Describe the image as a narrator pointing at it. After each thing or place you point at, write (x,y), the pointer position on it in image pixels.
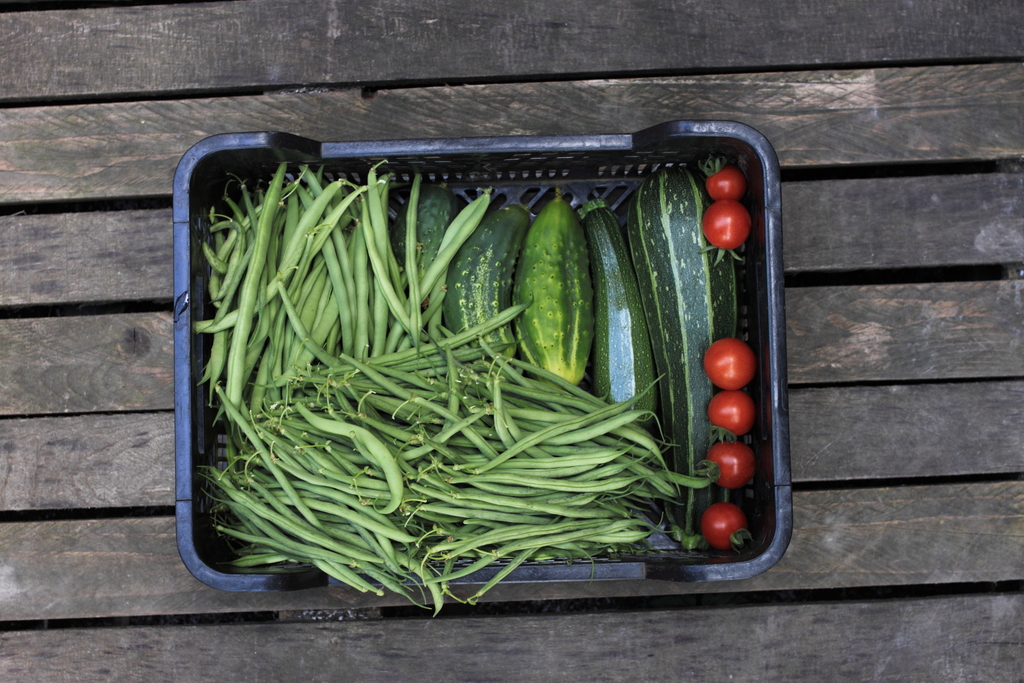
In the center of the image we can see a wooden object (884,247). On the wooden object (440,682), we can see a basket (713,556). In the basket (693,569), we can see the vegetables (515,417).
